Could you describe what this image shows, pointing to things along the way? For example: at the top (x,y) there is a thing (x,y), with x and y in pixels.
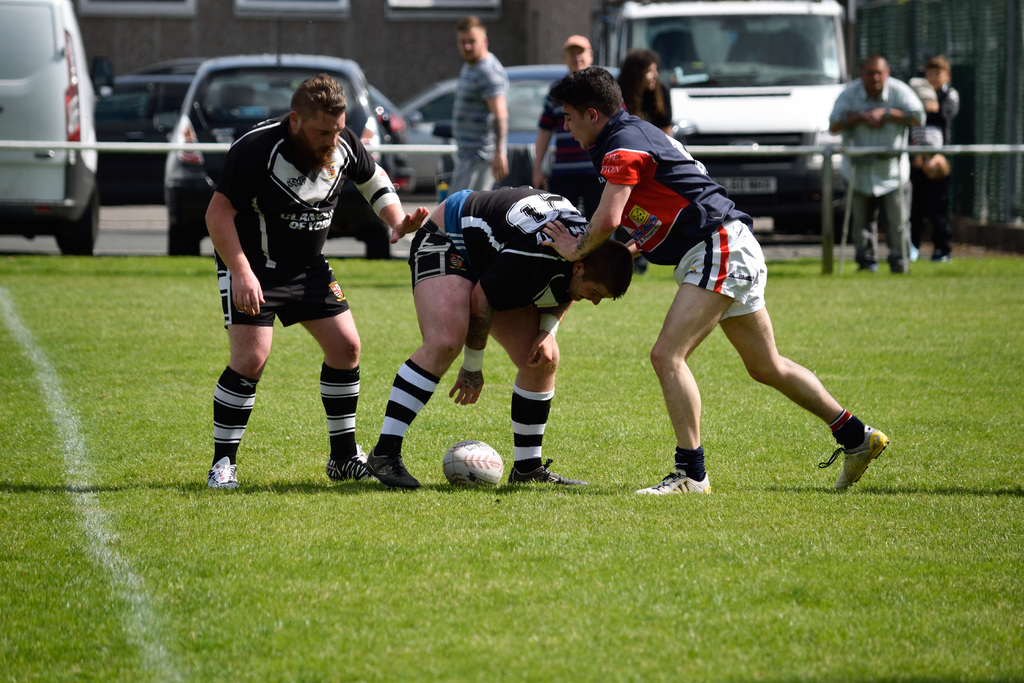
3 Men (463,266) are playing the rugby, they wore t-shirts (516,259), shorts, shoes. In the middle (356,231) few men (941,58) are observing this sport and few vehicles (800,79) are parked at here.
